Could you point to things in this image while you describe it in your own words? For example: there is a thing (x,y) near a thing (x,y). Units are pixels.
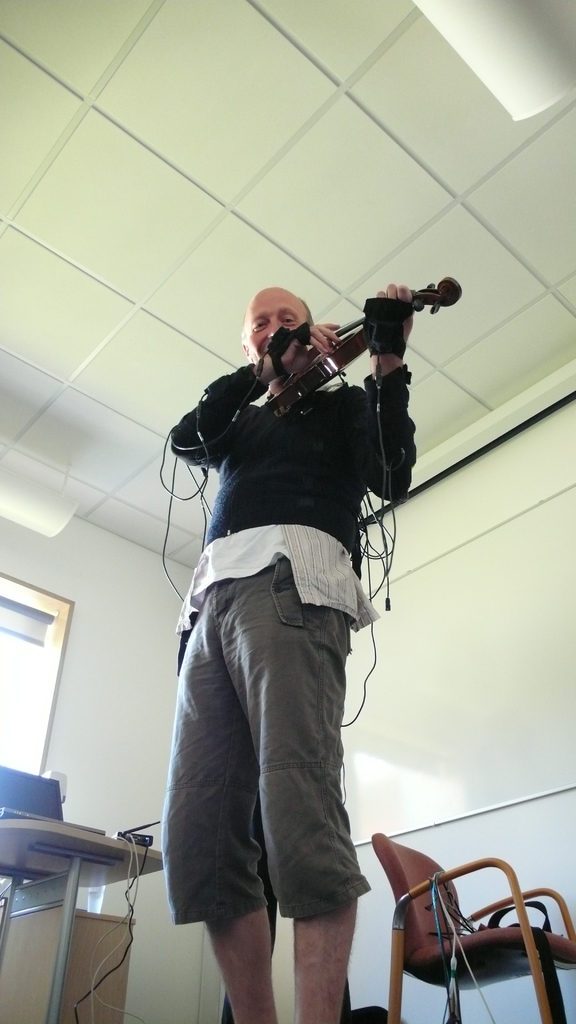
In this image i can see a person (264,531) standing and holding a object (447,297) in his hands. In the background (435,320) i can see the roof (187,247), the window (33,682), the table (33,844) and a chair (405,858).
